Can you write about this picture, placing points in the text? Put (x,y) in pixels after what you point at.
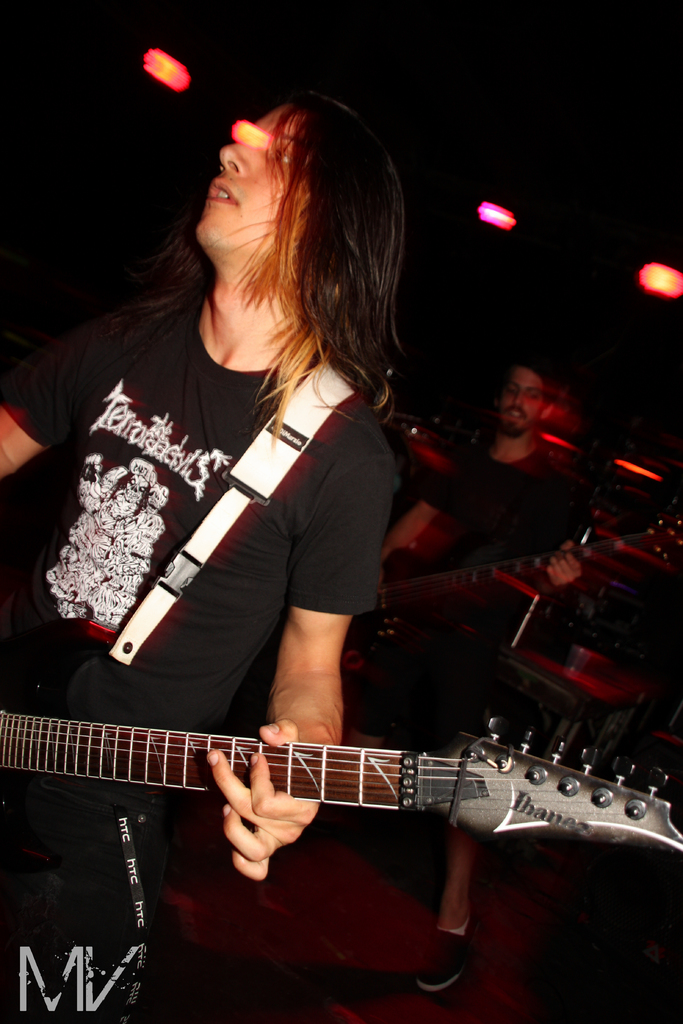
This person (242,276) is standing and holding a guitar (368,787). Far the other person (474,649) is standing and playing a guitar (411,557).
